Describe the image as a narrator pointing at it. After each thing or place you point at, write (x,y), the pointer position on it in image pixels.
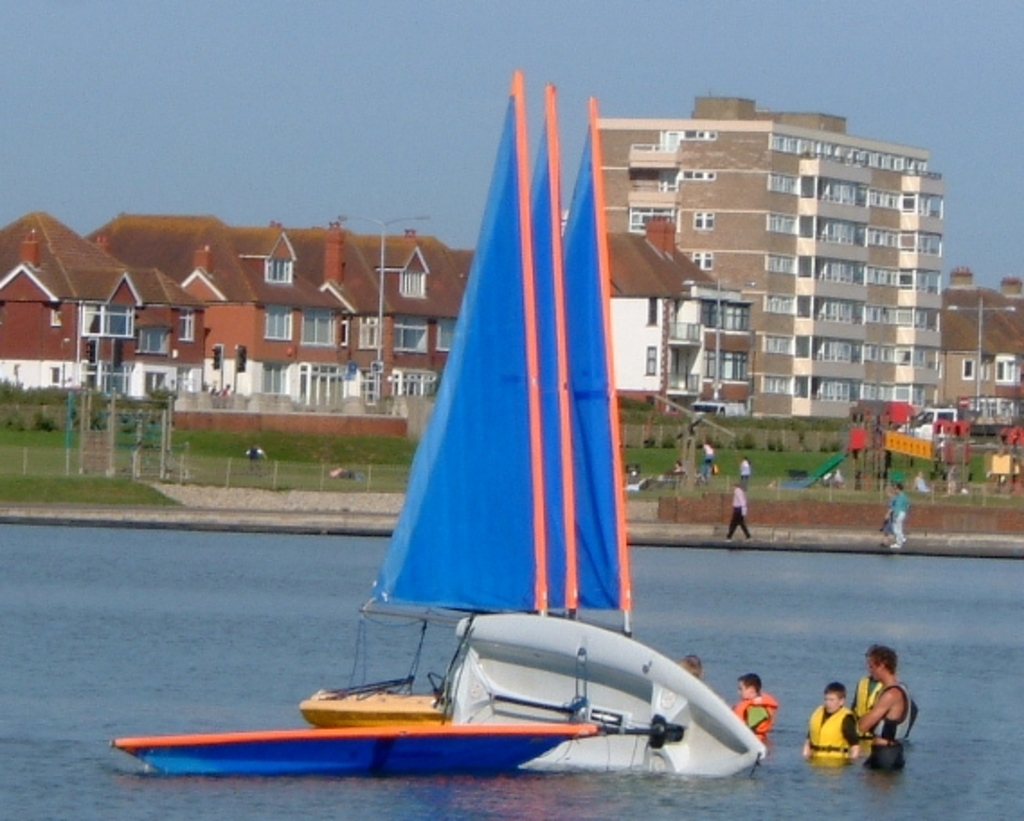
In this picture in the center (449,479) there are persons (744,704) standing in the water (786,705) and there is a boat (581,704) on the water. In the background (392,313) there are buildings (655,322), there are persons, there's grass (409,467) on the ground (341,511) and the sky (763,85) is clear.
